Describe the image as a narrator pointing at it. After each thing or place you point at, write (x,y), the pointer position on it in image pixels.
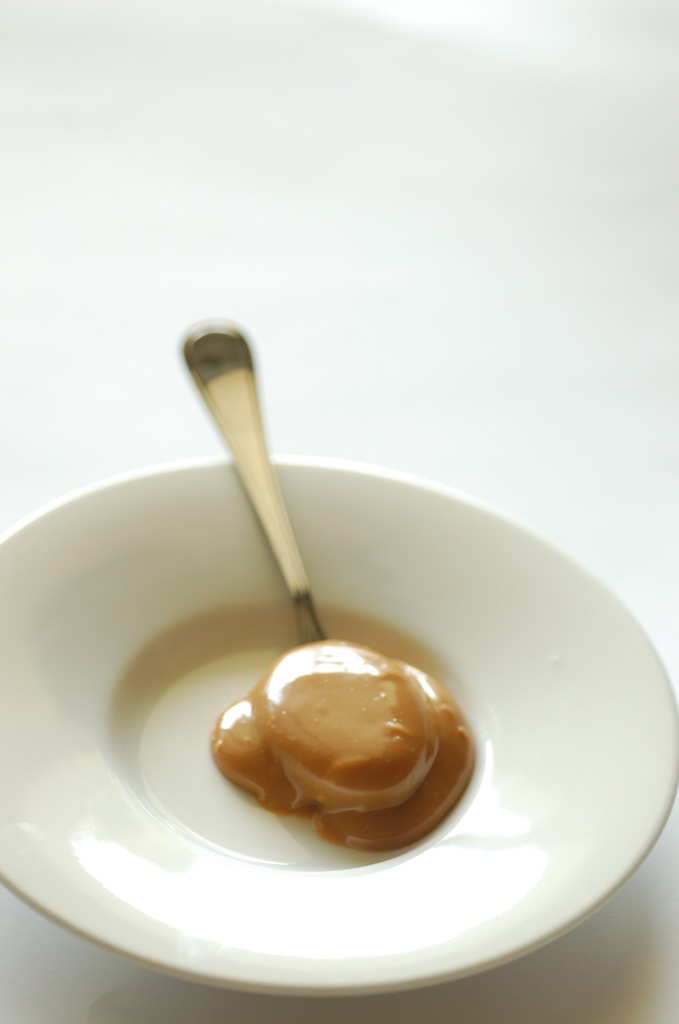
In this image there is a plate (47,660) on the table (399,124). On the plate (340,612) there is some food (311,680) and spoon (282,553).
